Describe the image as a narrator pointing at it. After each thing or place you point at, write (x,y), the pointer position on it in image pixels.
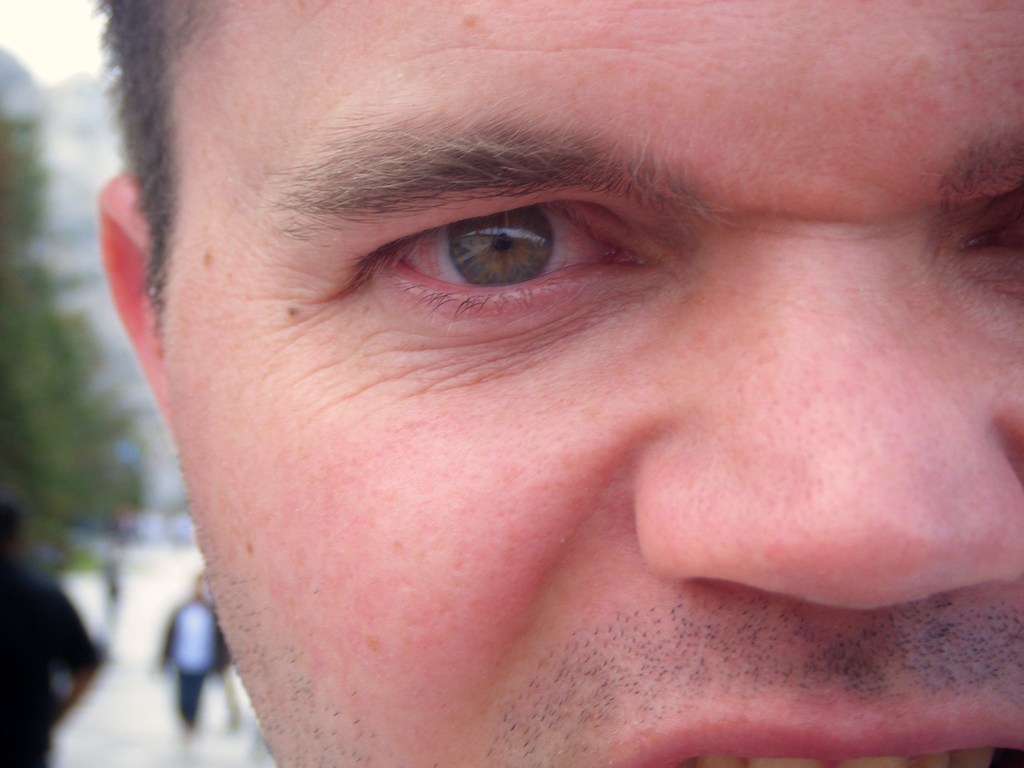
In this image we can see a person's face (528,408). On the left side of the image (108,569) there are some people (57,619), tree (81,511) and a blur background (82,457).
